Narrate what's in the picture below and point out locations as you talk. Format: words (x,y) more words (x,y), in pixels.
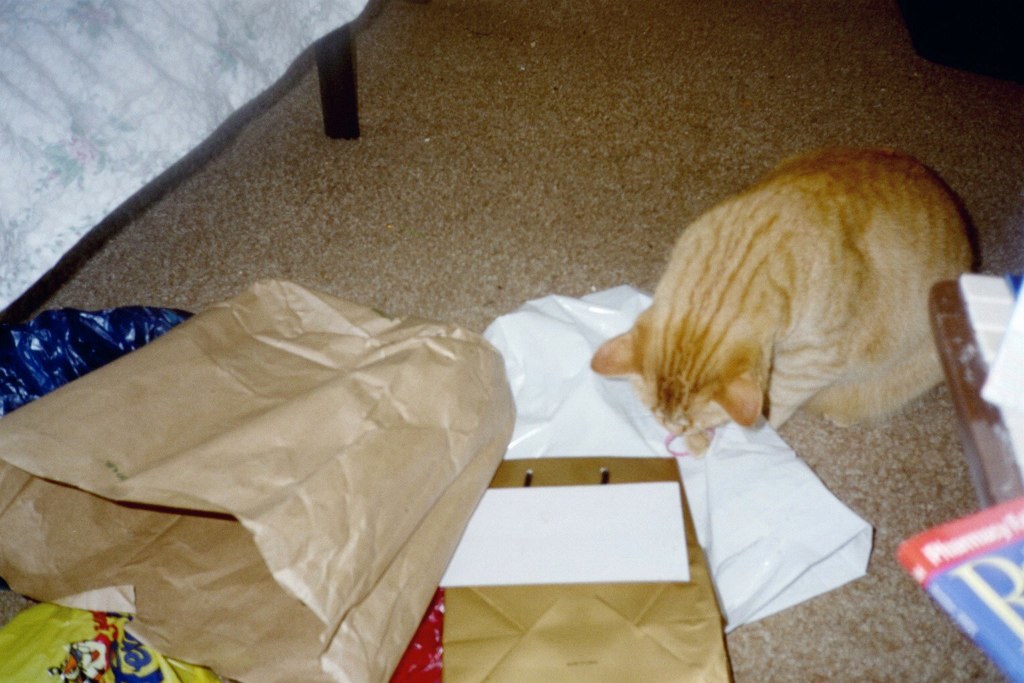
In this picture there is a cat (672,291) on the right side of the image (732,364) and there are paper bags (374,470) on the floor (882,649) in front of it and there is a book (972,622) on the desk (947,361) on the right side of the image (1008,652).
